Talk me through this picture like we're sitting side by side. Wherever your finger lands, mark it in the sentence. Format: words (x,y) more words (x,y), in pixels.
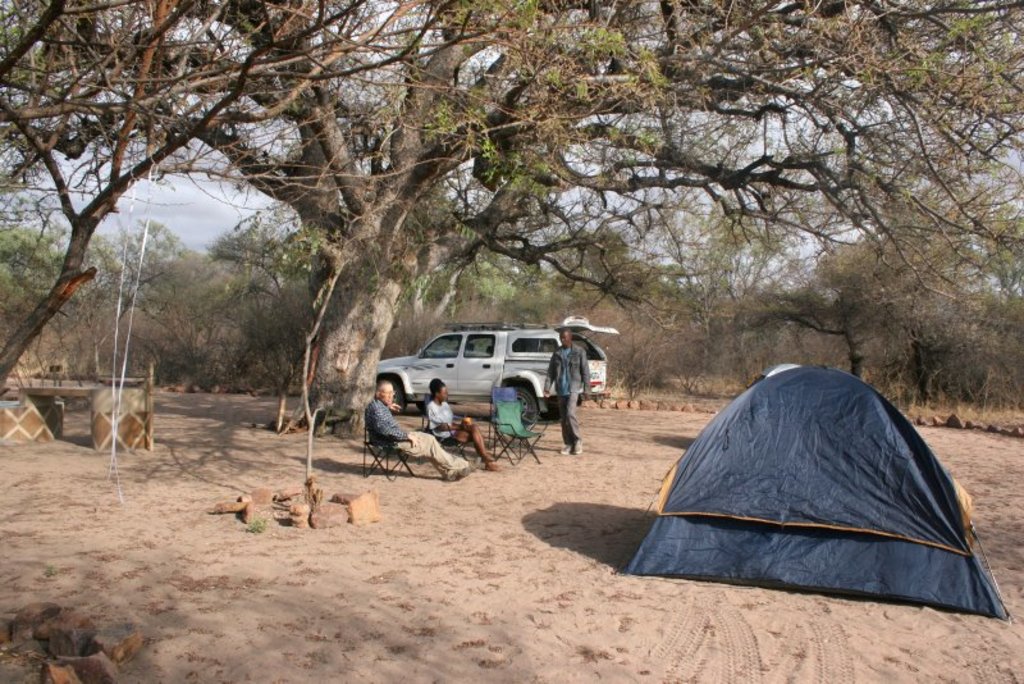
In the center of the image (432,443) we can see two people (407,447) sitting on the chair (428,415) and there is a man (571,438) walking. On the right (912,552) there is a tent (865,506). In the background (459,393) we can see a car (459,353), trees (423,258) and sky (194,223).
